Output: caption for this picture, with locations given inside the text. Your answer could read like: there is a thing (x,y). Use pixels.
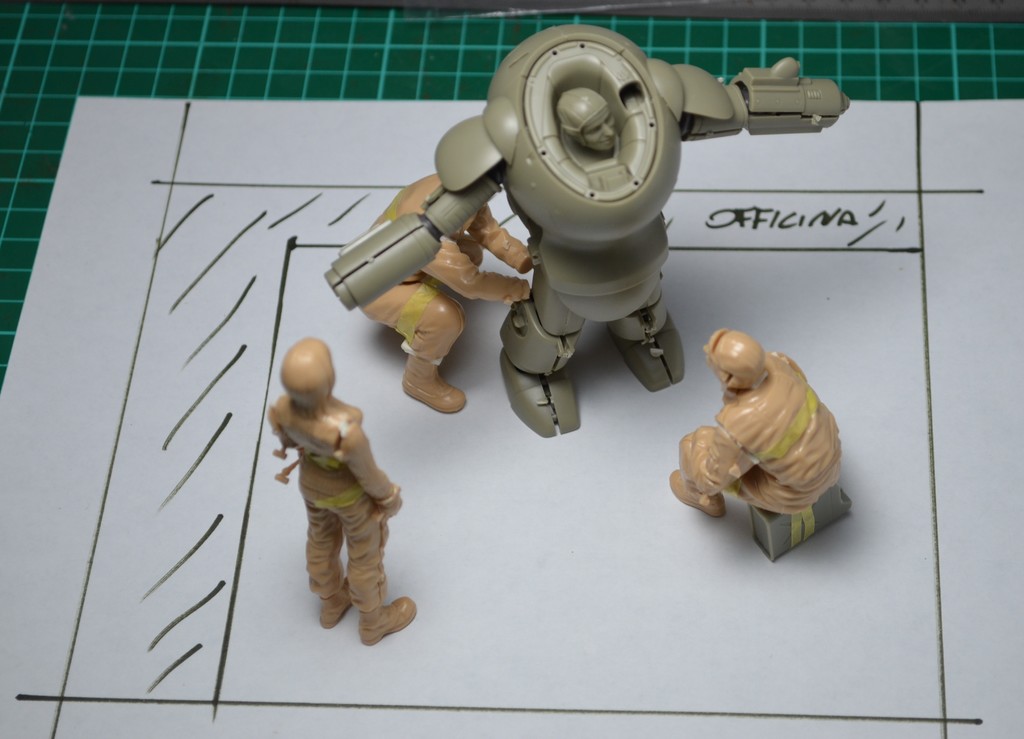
In the picture I can see toys (461,316) on a white color paper (519,491). On the paper (287,346) I can see something written on it. This paper (248,282) is on a green color surface (134,82).
